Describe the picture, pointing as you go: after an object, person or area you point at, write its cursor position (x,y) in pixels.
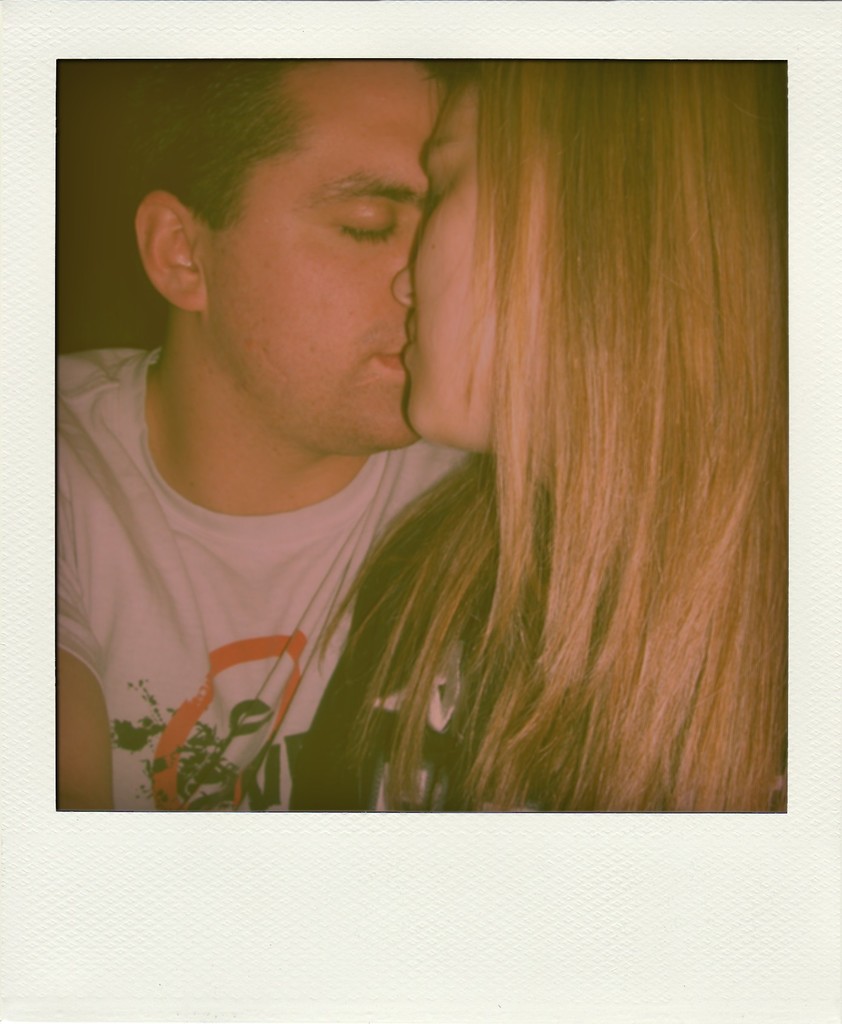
In this image we can see a man (256,420) and a woman (562,513) kissing each other.
